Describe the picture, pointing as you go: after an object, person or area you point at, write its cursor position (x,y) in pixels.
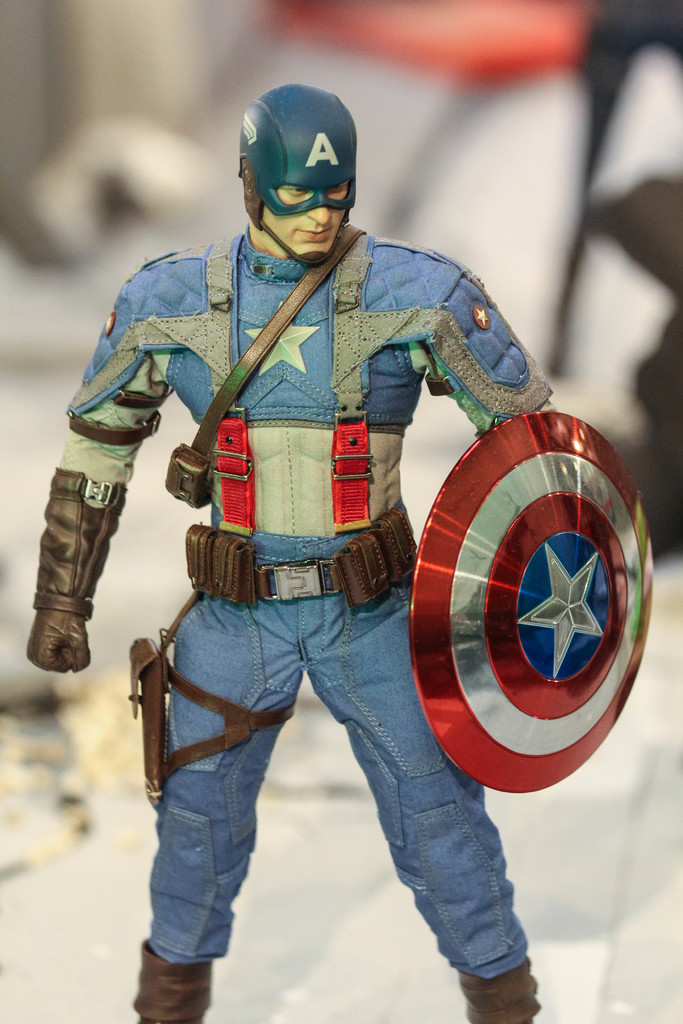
In this picture we can observe a toy (235,521) of Captain America (305,576) holding a shield (509,628) which is in red and silver color. The background (457,138) is completely blur.
